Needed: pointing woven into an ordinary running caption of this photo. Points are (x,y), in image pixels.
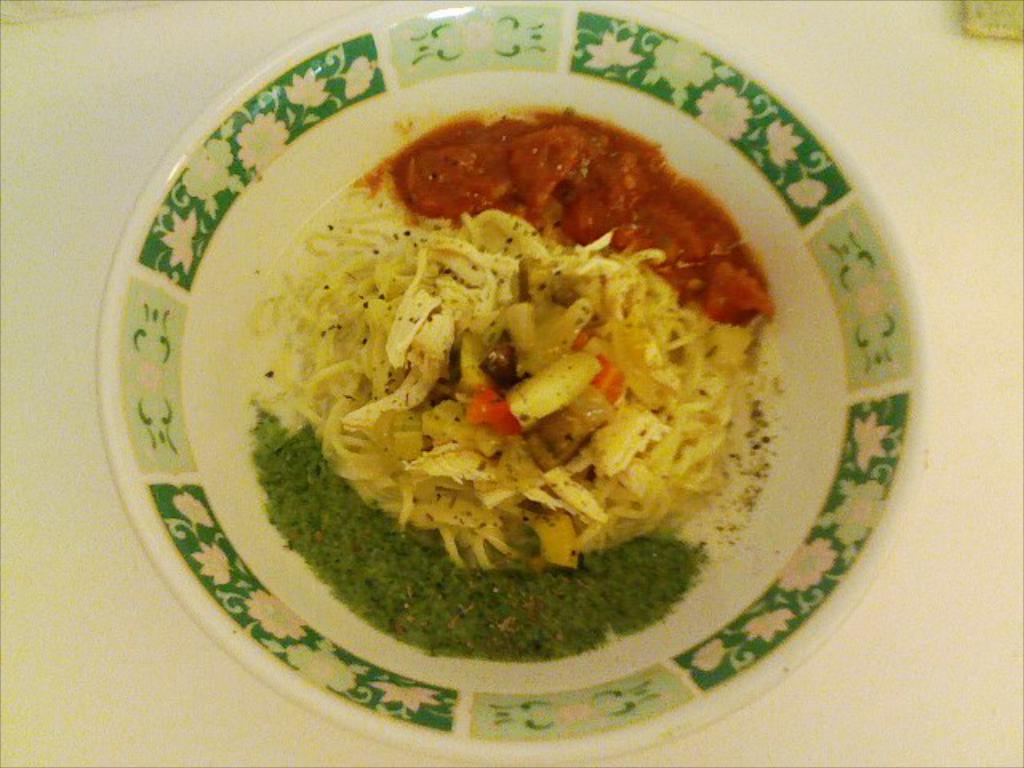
In the picture I can see the dish (667,296) on the plate (835,596) and looks like the plate (843,393) is kept on the table (861,613).
